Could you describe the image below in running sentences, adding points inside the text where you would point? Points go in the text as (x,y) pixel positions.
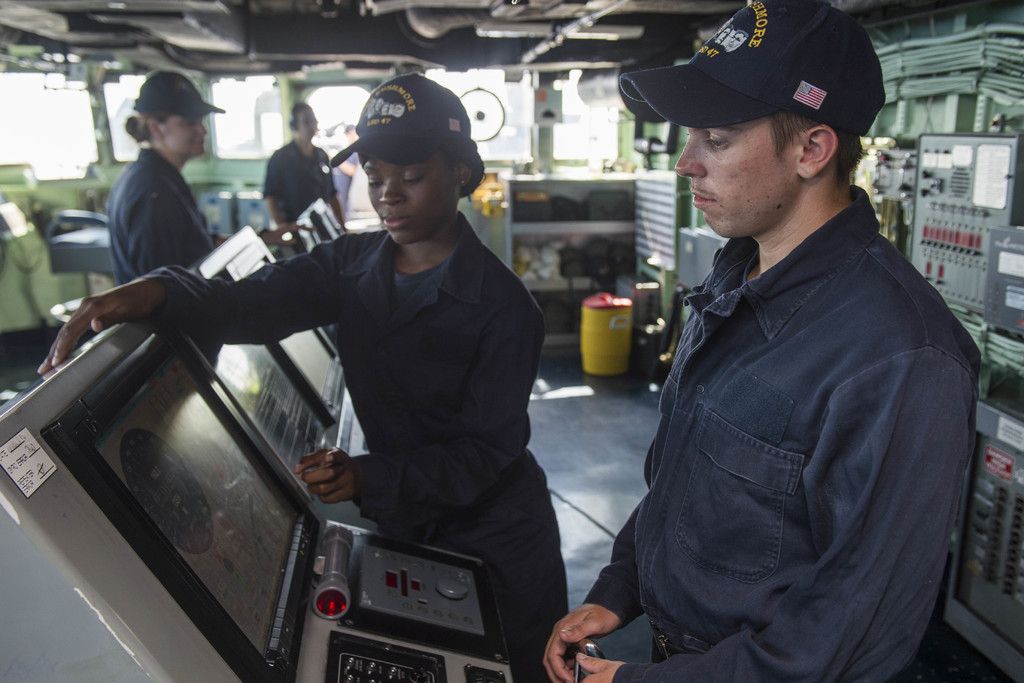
There is a woman (455,185) in navy blue color uniform (444,294), standing and operating a screen (235,452) near a person (776,351) who is standing on the floor (616,391). In the background (135,174), there are two persons (296,174), there is an yellow color tin (599,329) on the floor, there are boards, roof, glass windows (21,115) and other objects (634,197).
